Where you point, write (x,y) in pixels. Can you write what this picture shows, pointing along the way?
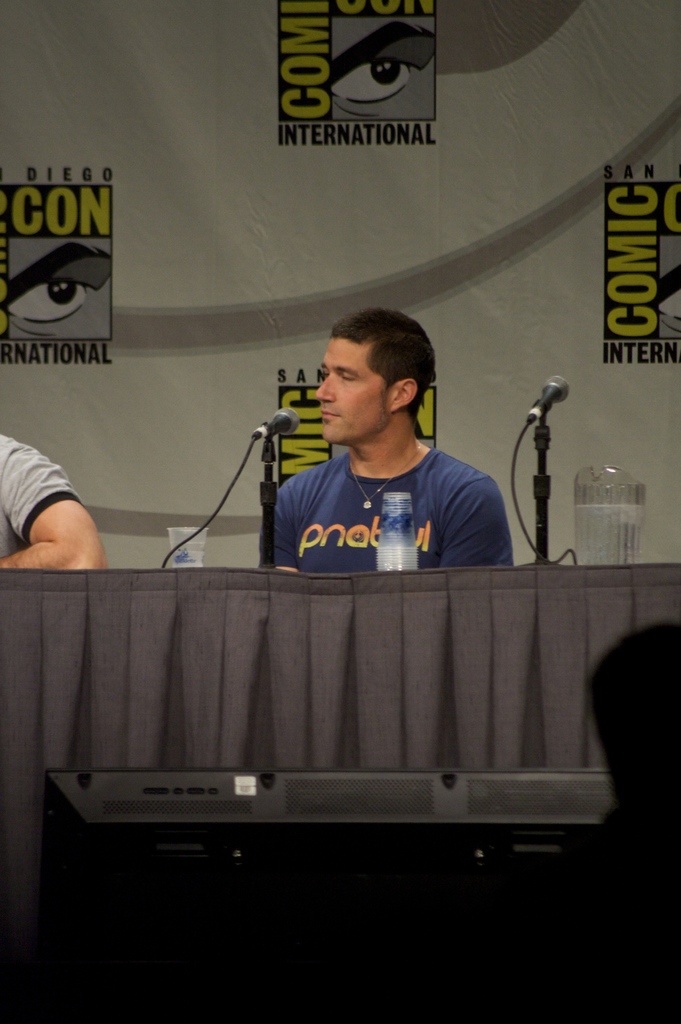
There is a man (424,489) sitting and we can see person hand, in front of this man (390,371) we can see glasses (412,562), microphones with stands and jar (601,469) on the table (217,590). In the background (35,417) we can see banner (428,133). Front of the image it is dark.
